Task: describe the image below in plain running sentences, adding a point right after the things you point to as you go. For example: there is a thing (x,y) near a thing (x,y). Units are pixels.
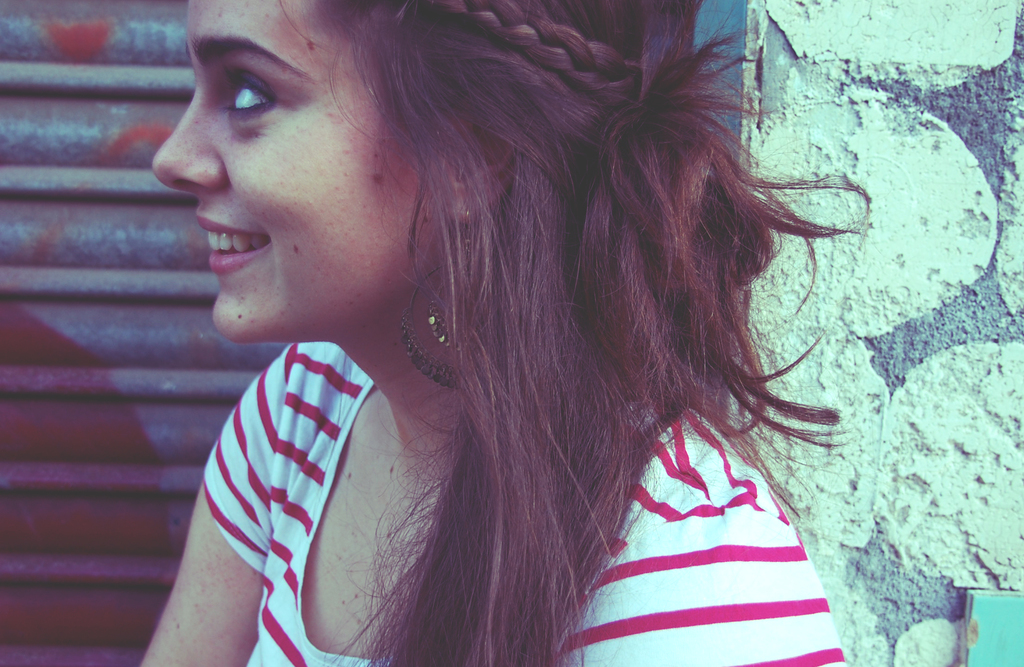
In this picture I can see a woman (478,197) in front (452,65) who is smiling and I see that she is wearing white and red color t-shirt (722,515). In the background (935,7) I can see the wall (810,381) and on the left side of this picture (13,220) I can see the shutter (172,279).
